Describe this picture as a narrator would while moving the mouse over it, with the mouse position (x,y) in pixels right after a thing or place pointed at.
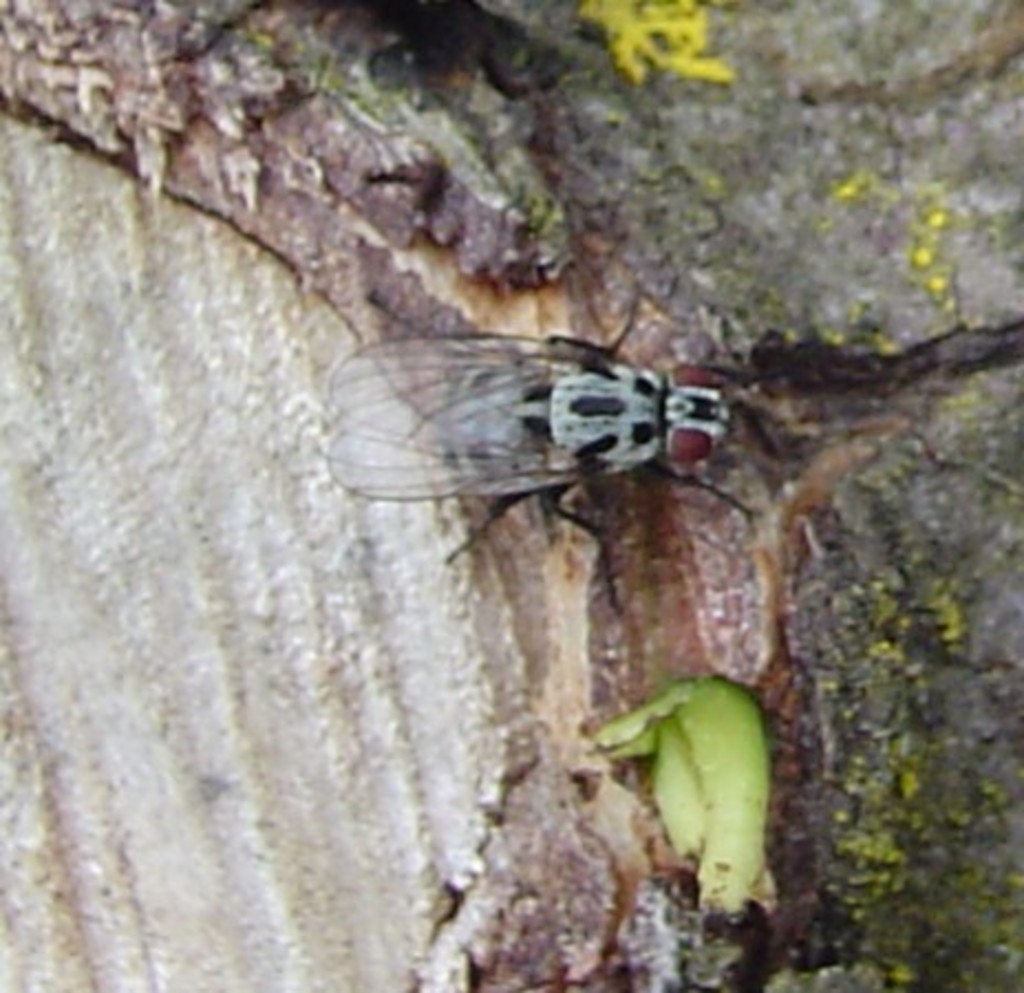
In this image in the center (519,425) there is one housefly (479,462), and in the background (245,533) there is a tree trunk (434,159).
